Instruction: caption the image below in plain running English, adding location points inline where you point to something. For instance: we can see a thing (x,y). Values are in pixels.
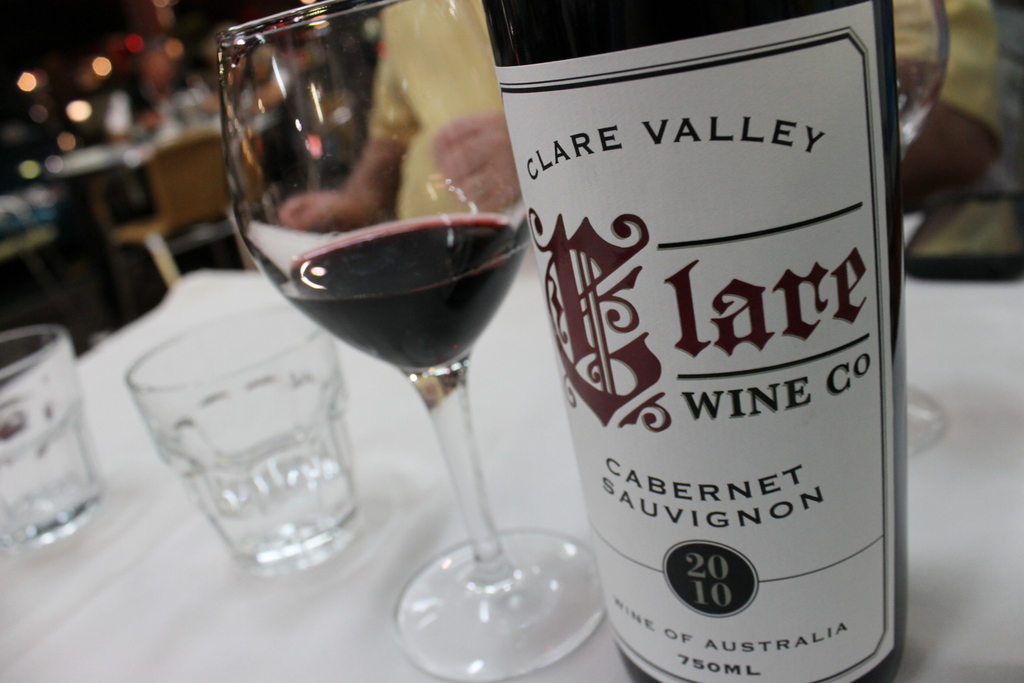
In the center of the image (621,333), we can see a bottle (630,265) and glasses (203,411) and there is a glass (371,267) with drink (391,322) are on the table (285,592). In the background (132,159), there are lights (85,100) and we can see some other tables (113,158) and chairs (172,155).
